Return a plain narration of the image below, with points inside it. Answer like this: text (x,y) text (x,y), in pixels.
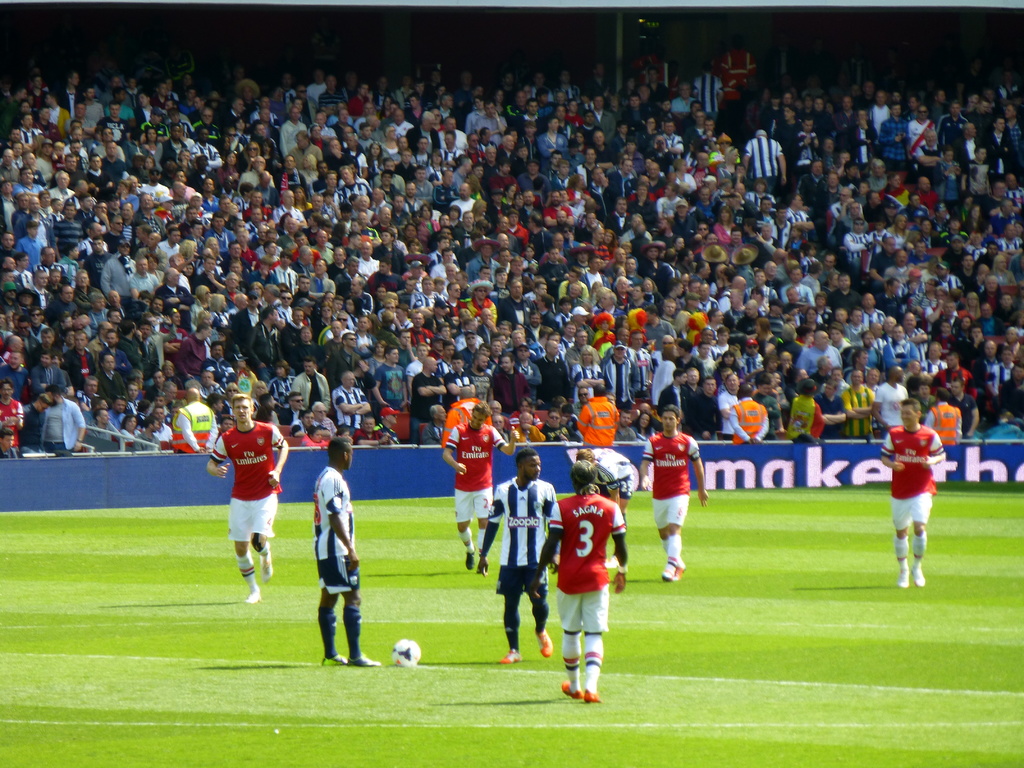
At the bottom of this image (527,552), there are players (922,476) playing football on the ground (60,614), on which there is grass (146,690). In the background (14,495), there is a fence (620,446). Outside this fence (620,446), there are persons (455,398). And the background (951,38) is dark in color.
